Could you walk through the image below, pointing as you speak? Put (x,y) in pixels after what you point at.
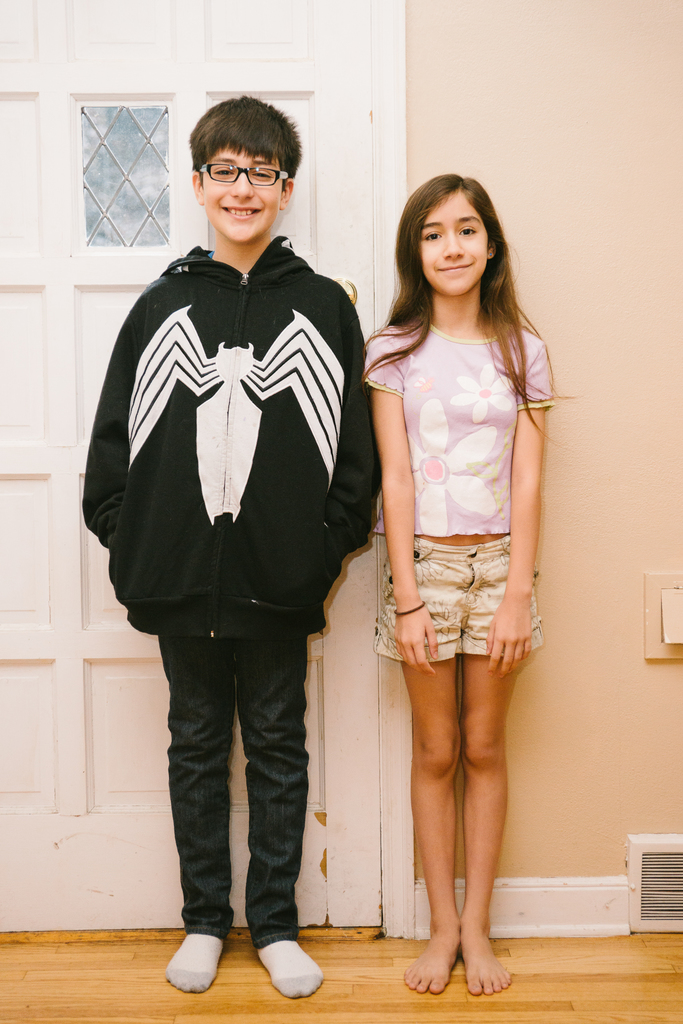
In this image there is a boy (309,496) and a girl (457,434) smiling and standing on the floor (323,969). In the background (174,133) there is a white door (139,128) and also a plain wall (594,180).
